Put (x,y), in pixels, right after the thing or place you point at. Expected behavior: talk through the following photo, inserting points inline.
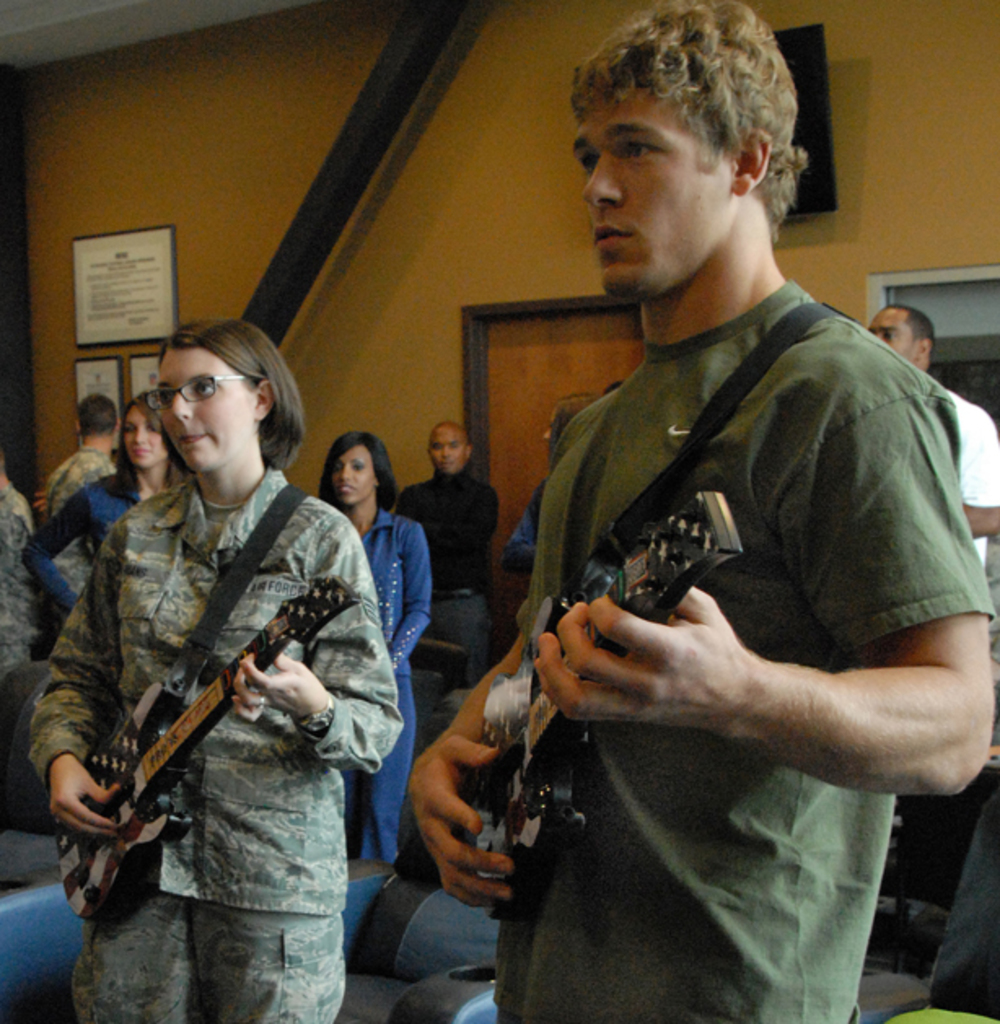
In this Picture we can see a group of people (730,350) in room (31,310) in which one boy (761,805) and Girl (220,648) is play guitar (220,680). A boy (820,711) wearing Green T-shirt (684,760) is playing a guitar (643,570) and Beside him a girl (281,671) wearing military dress (229,764) and american flag print (102,854) on the guitar (148,823). Behind there is a woman (413,568) wearing Blue coat (421,597) is standing and smiling. On the wall (171,202) there are three frame (112,372) and one brown door (527,364).
